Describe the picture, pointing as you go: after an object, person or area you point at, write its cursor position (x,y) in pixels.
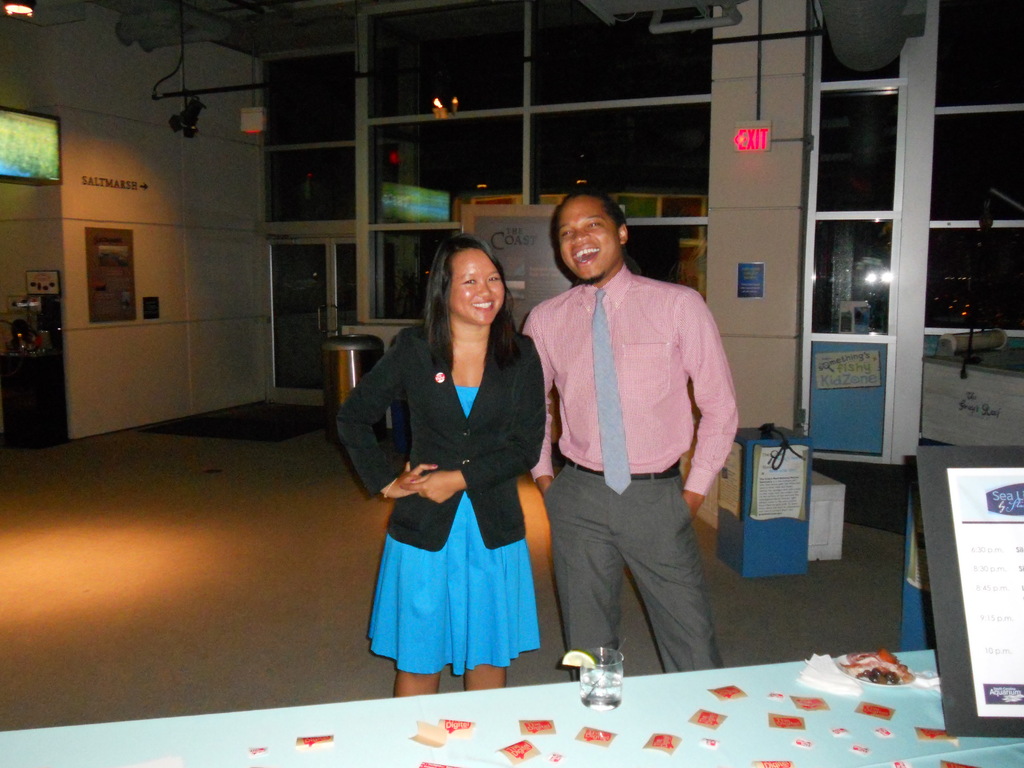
There is a woman (514,534) and man (653,561) at the table (717,684). On the table (766,736) we can see a glass (615,687) and a frame (976,572). In the background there are doors (312,308), TV (21,167), boxes (823,484), door (297,311) and dustbin (355,357).
